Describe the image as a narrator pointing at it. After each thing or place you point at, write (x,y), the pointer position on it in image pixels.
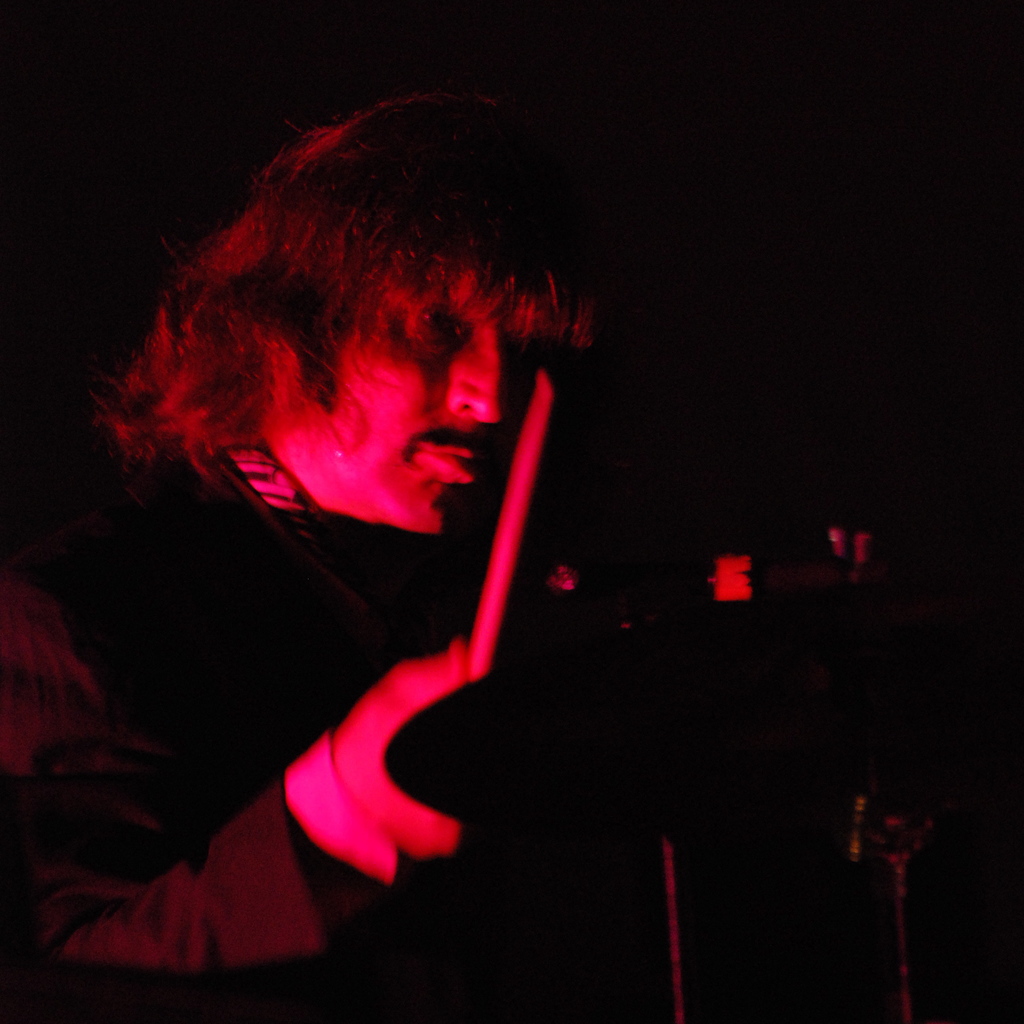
This is a dark image. We can see a man (429,844) is holding a stick (494,634) in his hand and on the right (749,742) there is an object (744,725).
